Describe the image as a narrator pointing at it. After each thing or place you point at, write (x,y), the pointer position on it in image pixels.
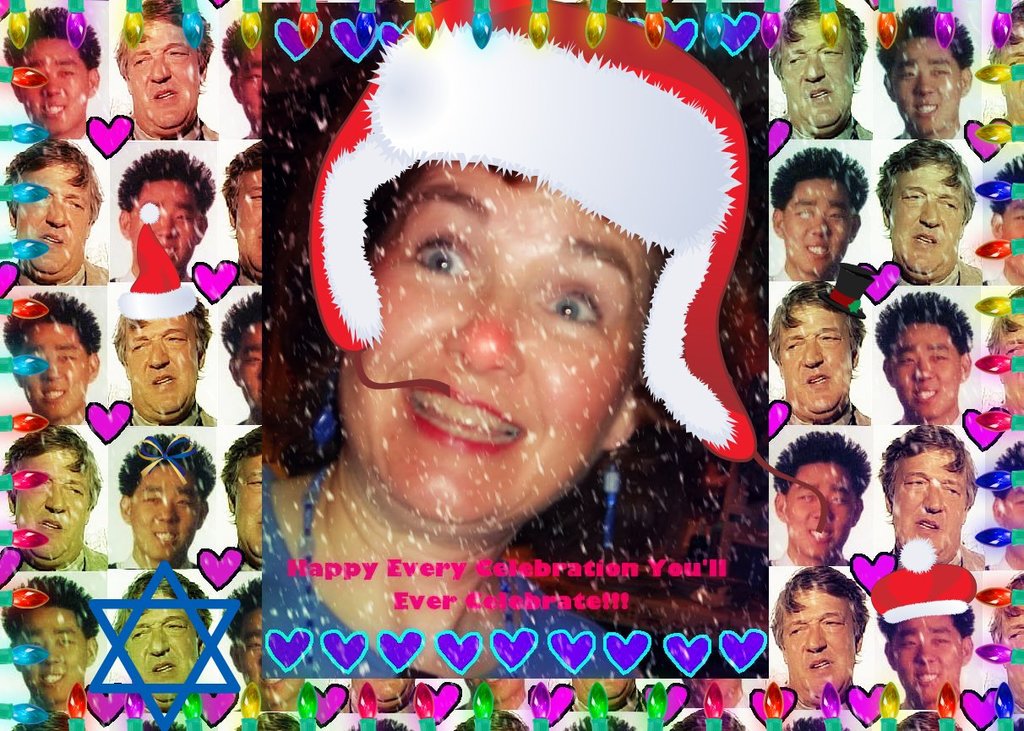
In this image we can see collage pictures (156,167) of a person's (80,453).
